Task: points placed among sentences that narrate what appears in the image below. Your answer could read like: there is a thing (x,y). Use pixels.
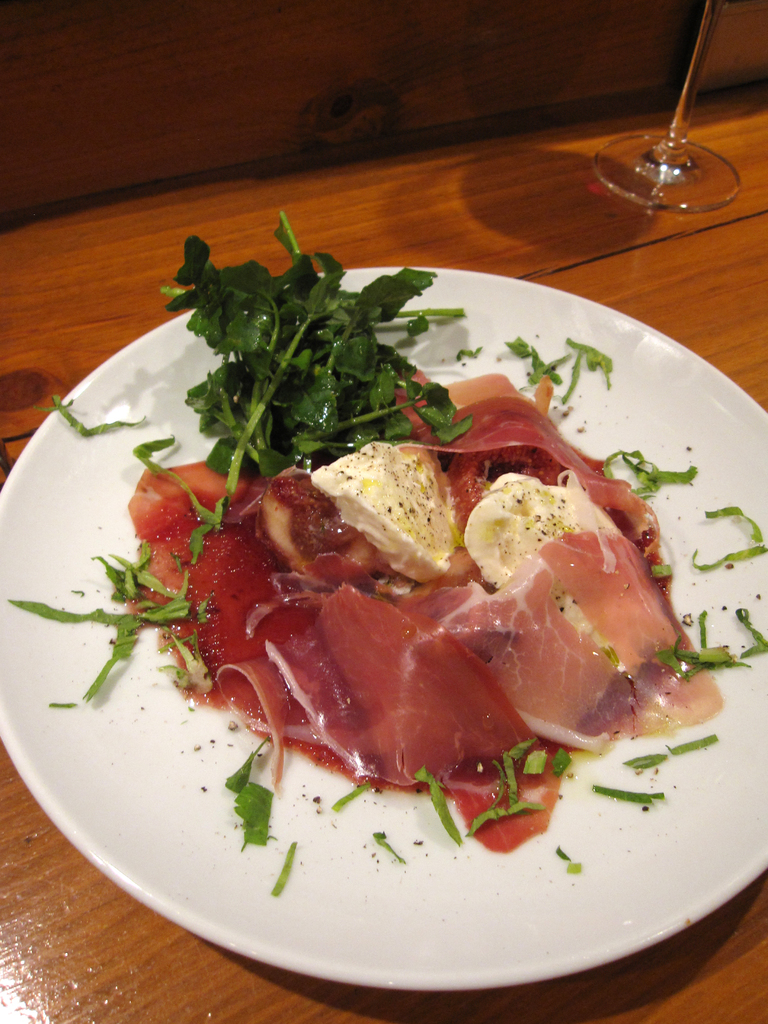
In the center of the image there is a table (76,319). On the table (158,250) we can see a plate (143,401) of food item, glass (670,123) are there.
